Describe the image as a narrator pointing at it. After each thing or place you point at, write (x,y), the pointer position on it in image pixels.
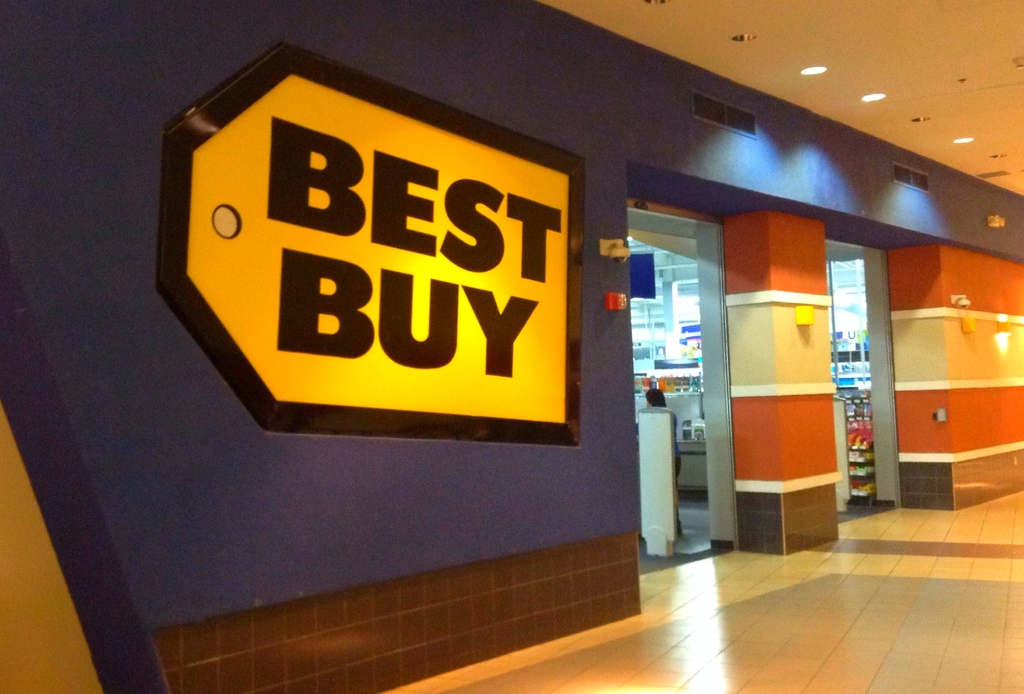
In this image there is a store (809,349) in the middle (631,399). At the top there are lights (874,101). On the left side (283,295) there is a hoarding (246,227) on the wall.
